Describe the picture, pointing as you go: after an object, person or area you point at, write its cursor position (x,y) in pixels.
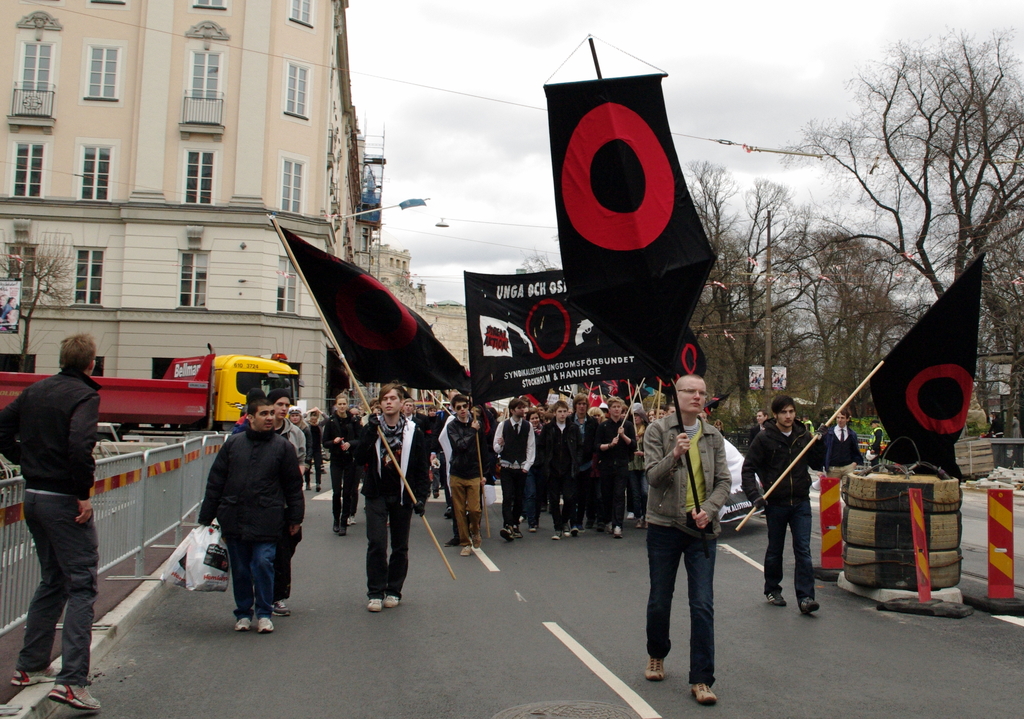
This image is taken outdoors. At the top of the image (466,140) there is the sky (707,114) with clouds (795,129). In the background (446,305) there are a few buildings (219,220). A truck (152,409) is moving on the road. There are a few trees (751,334) and there are a few boards (1009,380). On the left side of the image (128,464) there is a railing (130,535). On the right side of the image (917,510) there are three safety cones (924,522) and there are a few things (891,505) on the road (972,526). In the middle of the image (492,458) many people (607,436) are walking on the road (458,568) and a few are holding flags (377,368) and banners (491,345) with text (540,368) on them.
